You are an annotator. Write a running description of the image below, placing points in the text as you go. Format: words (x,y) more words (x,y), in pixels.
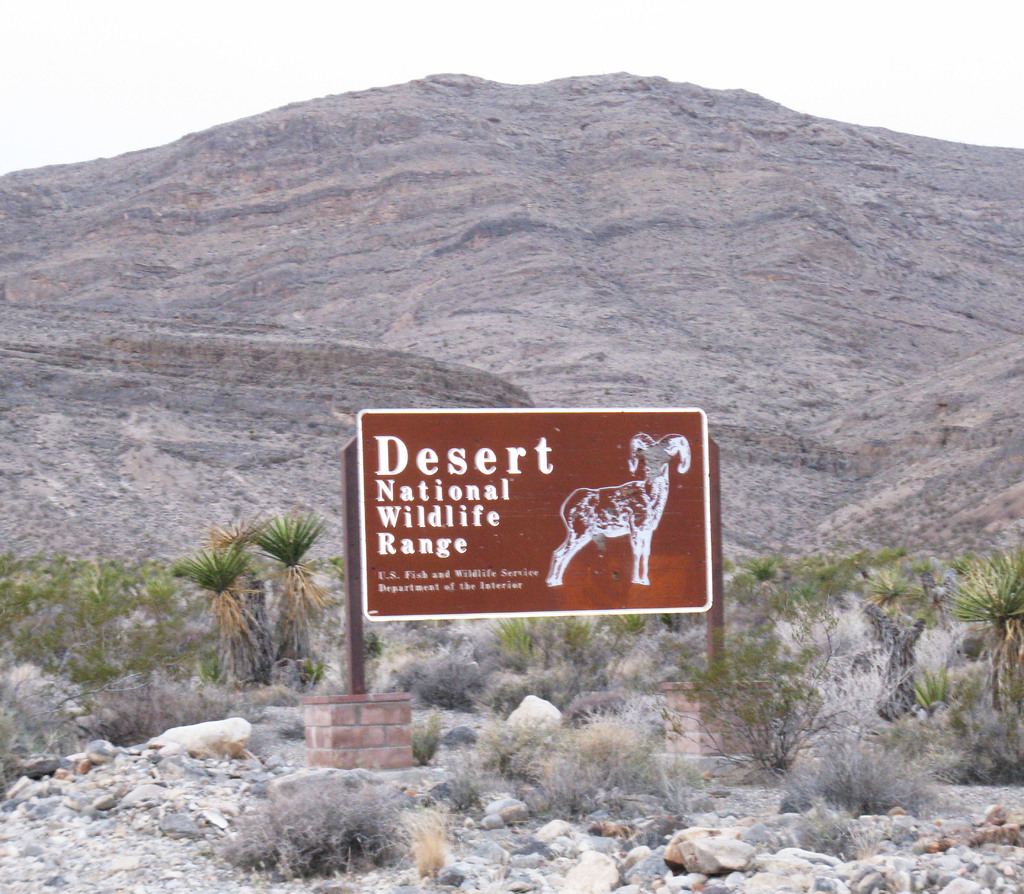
There is a board (419,509) with something written and also there is a painting (578,516) of an animal (566,521). And the board (375,615) is on the poles (348,661). On the ground (394,830) there are stones (625,816). Also there are trees (718,665). In the background (571,230) there is hills (613,202) and sky (405,33).
